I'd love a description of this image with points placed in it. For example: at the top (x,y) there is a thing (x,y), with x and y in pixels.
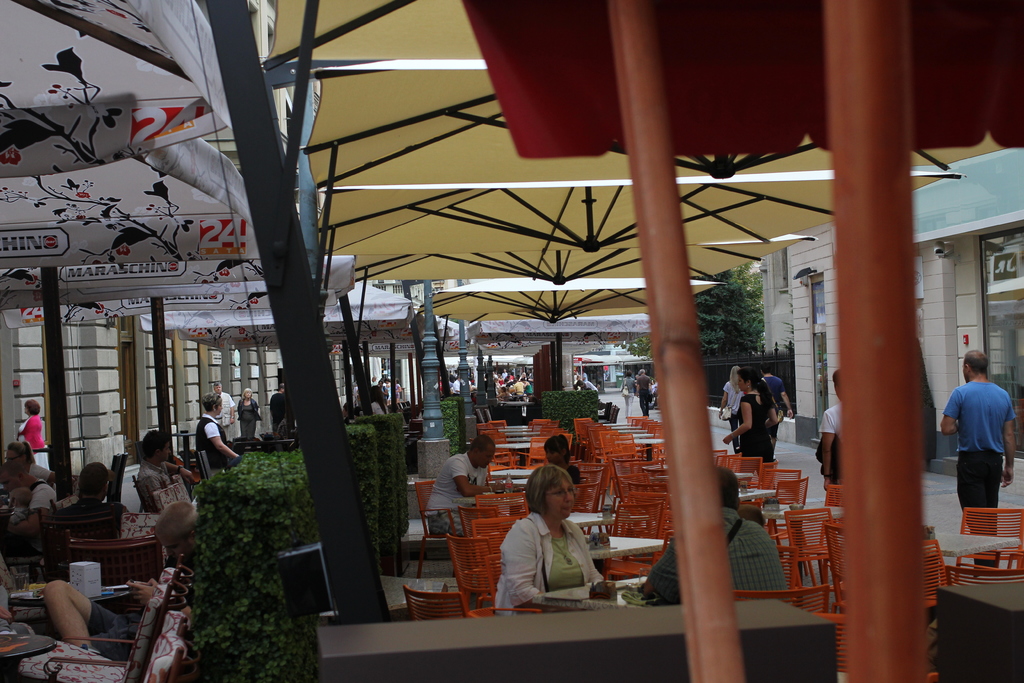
In this image we can see some people (733,528) and among them few people (970,514) are walking and few people (761,554) are sitting on chairs (152,511). We can see some chairs (594,429) and tables (437,582) under the tents (513,343) and the place looks like a restaurant (547,619) and we can see some plants (372,496) and trees (742,295) and there are some buildings (118,398).
